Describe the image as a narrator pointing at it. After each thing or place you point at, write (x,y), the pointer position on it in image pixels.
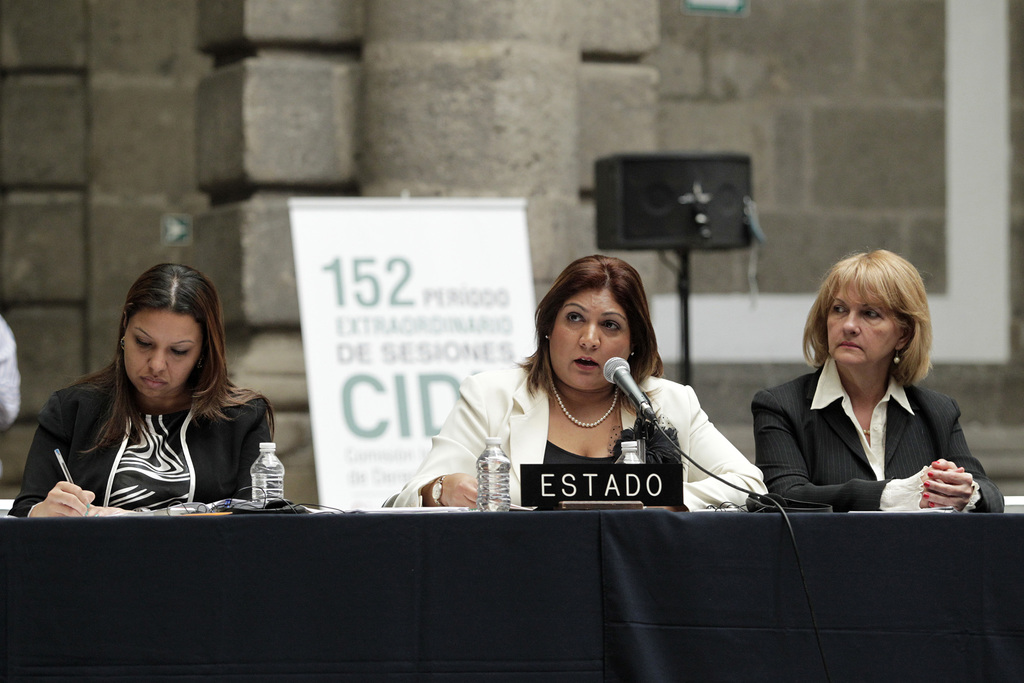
In this picture we can see three women (199,415) sitting in front of a table (504,555), there are three water bottles (492,477), a microphone (642,398), a board (534,473) present on the table (507,572), a woman (209,358) on the left side (138,441) is writing something, in the background (258,313) there is a wall (654,88), we can see a speaker (681,204) here and a banner (480,265) here.
